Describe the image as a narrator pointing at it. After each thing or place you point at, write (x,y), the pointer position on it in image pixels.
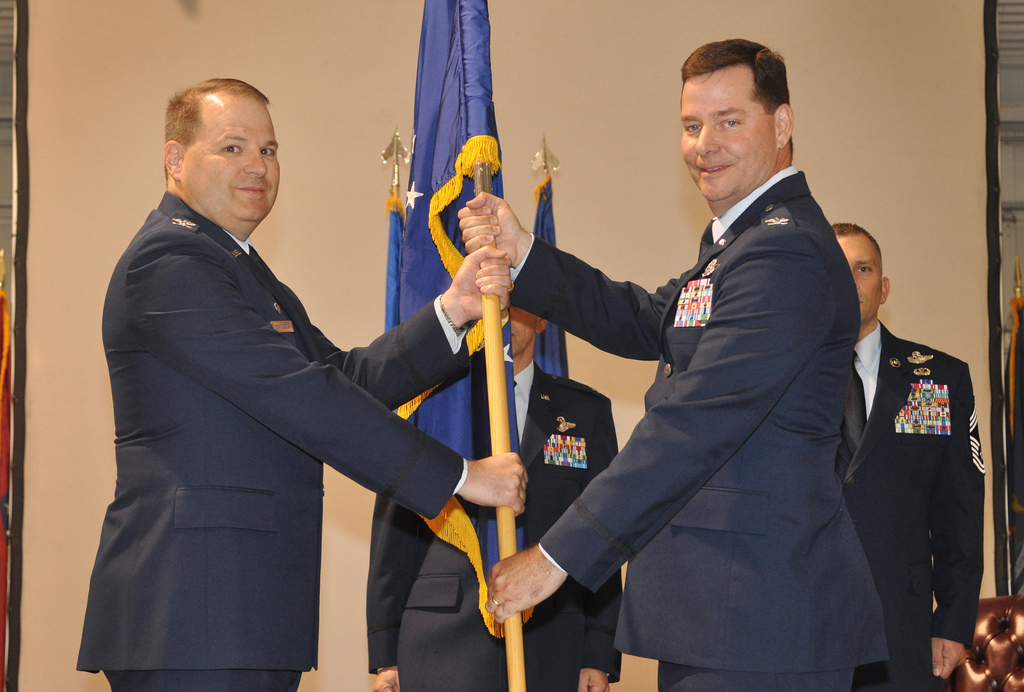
In this picture I can see group of men (421,442) are standing and wearing uniforms (775,386). The men (603,475) in the front (501,405) are holding a flag (464,391) in the hands (501,480). These men (615,469) are smiling. In the background (510,56) I can see a wall (670,135).
